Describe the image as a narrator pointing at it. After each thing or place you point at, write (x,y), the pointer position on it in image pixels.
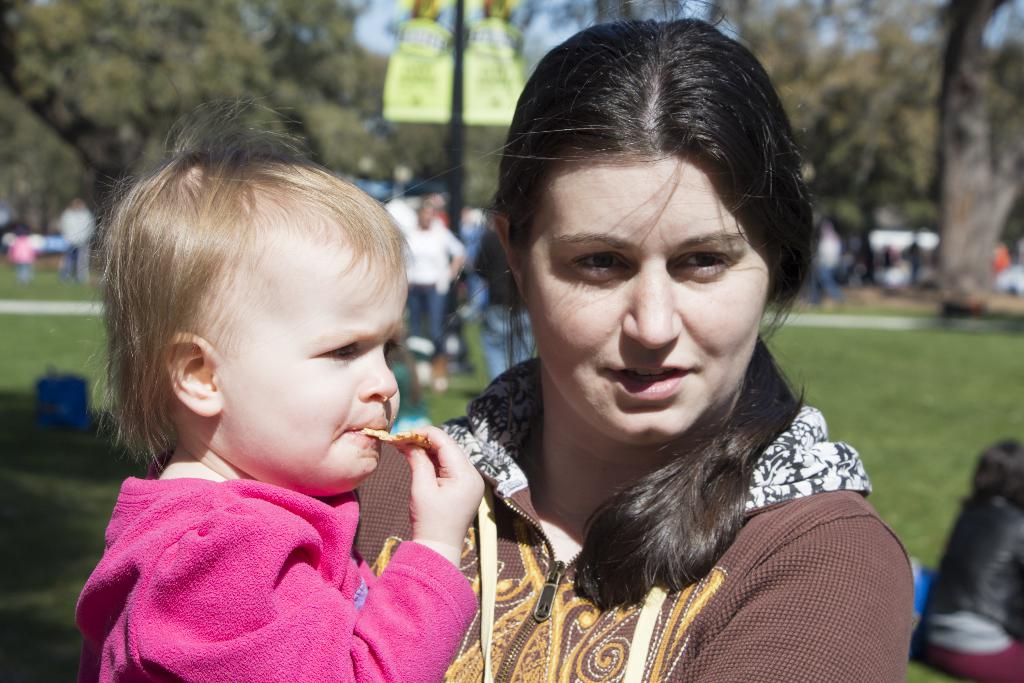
This image consists of a woman (519,540) holding a kid (274,573). The kid (232,631) is wearing a pink jacket (293,562). In the background (934,123), there are many trees (205,45) and many people (431,216). At the bottom (960,456), there is green grass (879,441).
